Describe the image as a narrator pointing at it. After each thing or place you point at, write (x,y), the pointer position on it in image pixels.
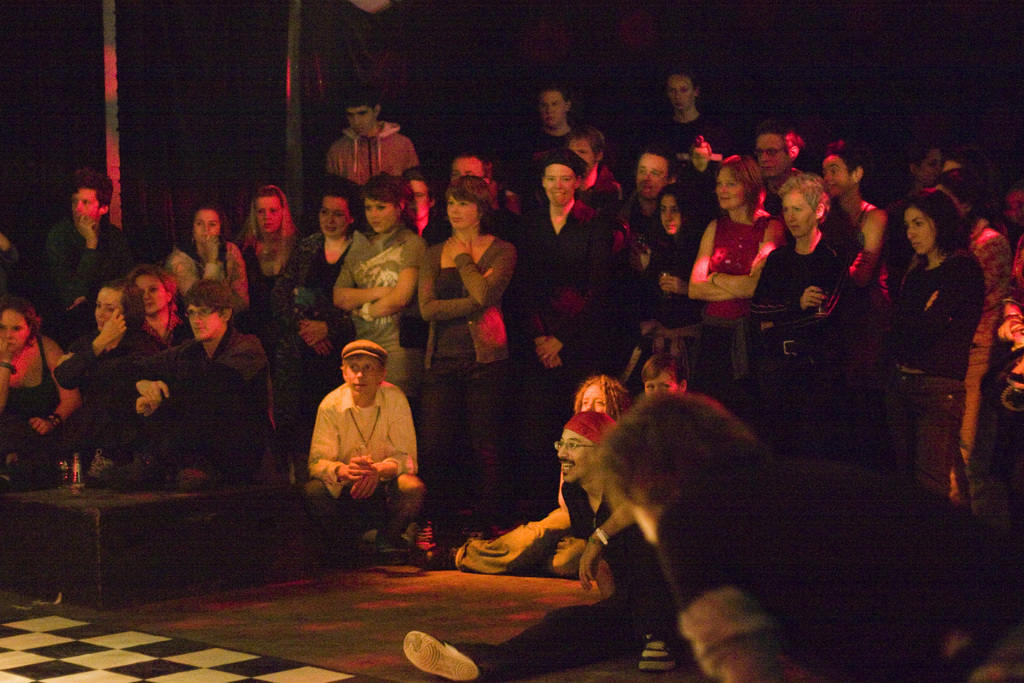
In this image I can see group of people (346,419), some are sitting and some are standing and I can see the dark background (61,57).
